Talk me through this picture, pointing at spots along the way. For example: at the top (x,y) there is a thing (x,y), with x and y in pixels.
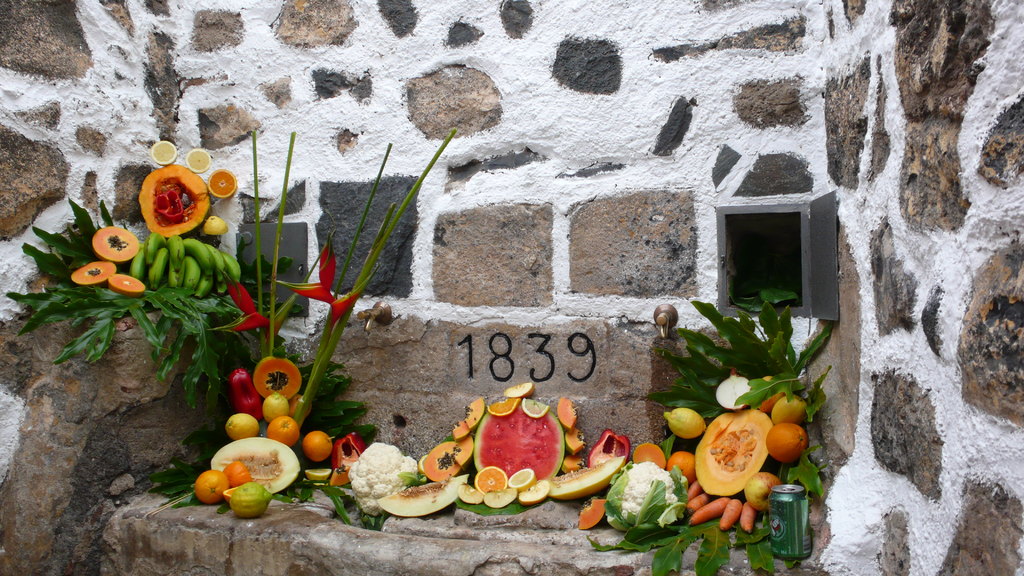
In the center of the image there are fruits (485,422) and vegetables (710,471). There is a tin (801,553). In the background of the image (407,337) there is a wall (28,55).
